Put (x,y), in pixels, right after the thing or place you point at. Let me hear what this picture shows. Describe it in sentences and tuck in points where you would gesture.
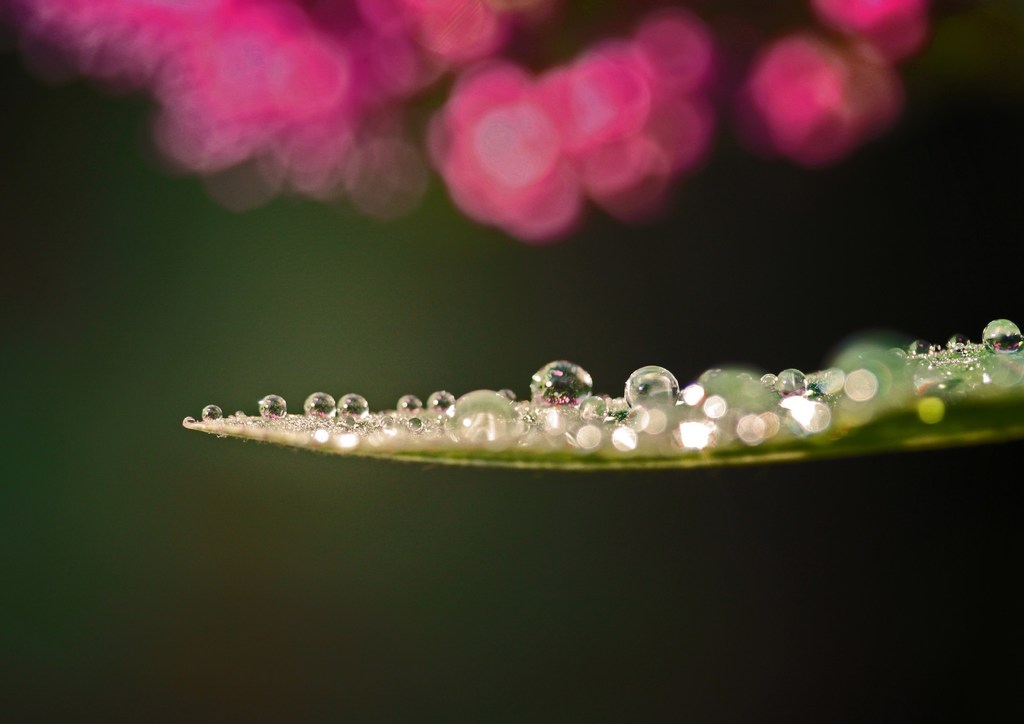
On the right side (1017,340), there are water drops (1010,357) on a leaf (976,376). At the top of this image (462,11), there are pink color objects (582,90). And the background (924,223) is dark in color.
